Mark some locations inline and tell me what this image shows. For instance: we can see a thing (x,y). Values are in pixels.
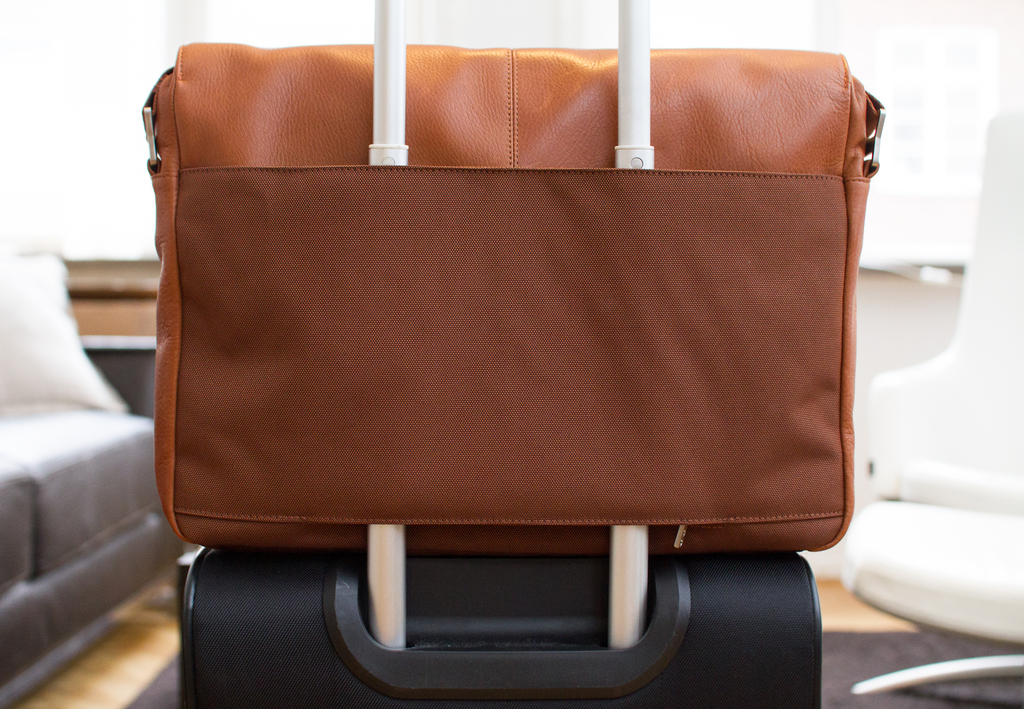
In this image i can see a bag (523,334) at left (96,420) there is a couch (65,489).
